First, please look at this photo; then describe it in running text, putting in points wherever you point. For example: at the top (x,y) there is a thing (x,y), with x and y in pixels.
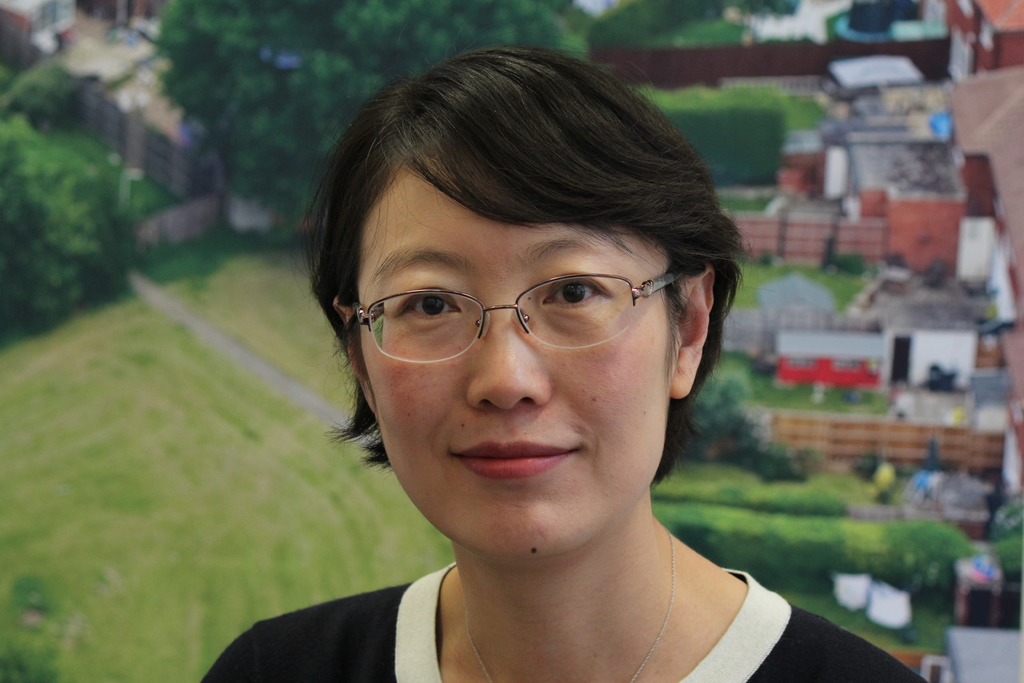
In this picture there is a lady (537,269) in the center of the image (464,306) and there are buildings (873,216) on the right (883,180) and left side of the image (45,15) and there are trees (17,91) at the top side of the image (647,11).
